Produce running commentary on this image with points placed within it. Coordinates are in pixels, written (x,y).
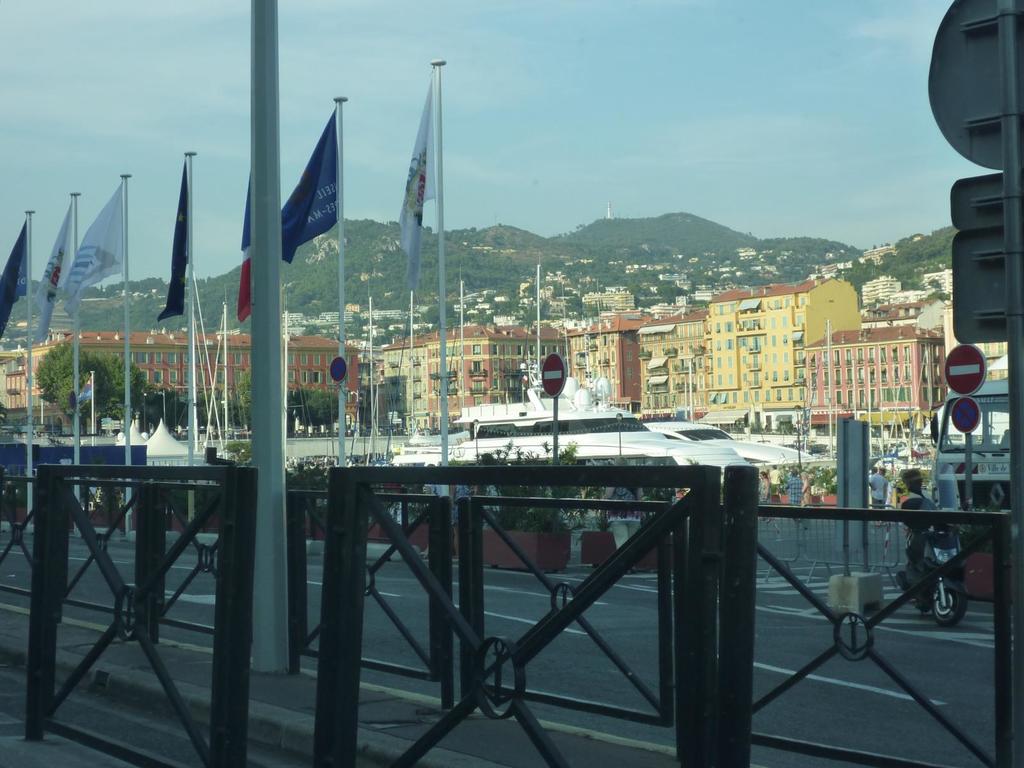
This image is taken outdoors. At the top of the image (161,91) there is the sky (614,139) with clouds (163,110). At the bottom of the image (81,717) there is a road (871,683). In the background (229,298) there are a few hills (516,243). There are many trees (573,276) and plants (916,280). There are many houses (397,313) and buildings (908,307). In the middle of the image (461,402) there are many houses (541,321) and buildings (781,375). There are a few poles (257,360). There are a few sign boards (556,377). A few vehicles (960,441) are on the road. A few people (807,499) are standing. There are a few flags (246,250). There is a railing (728,670). A bike (949,543) is moving on the road (885,589).
